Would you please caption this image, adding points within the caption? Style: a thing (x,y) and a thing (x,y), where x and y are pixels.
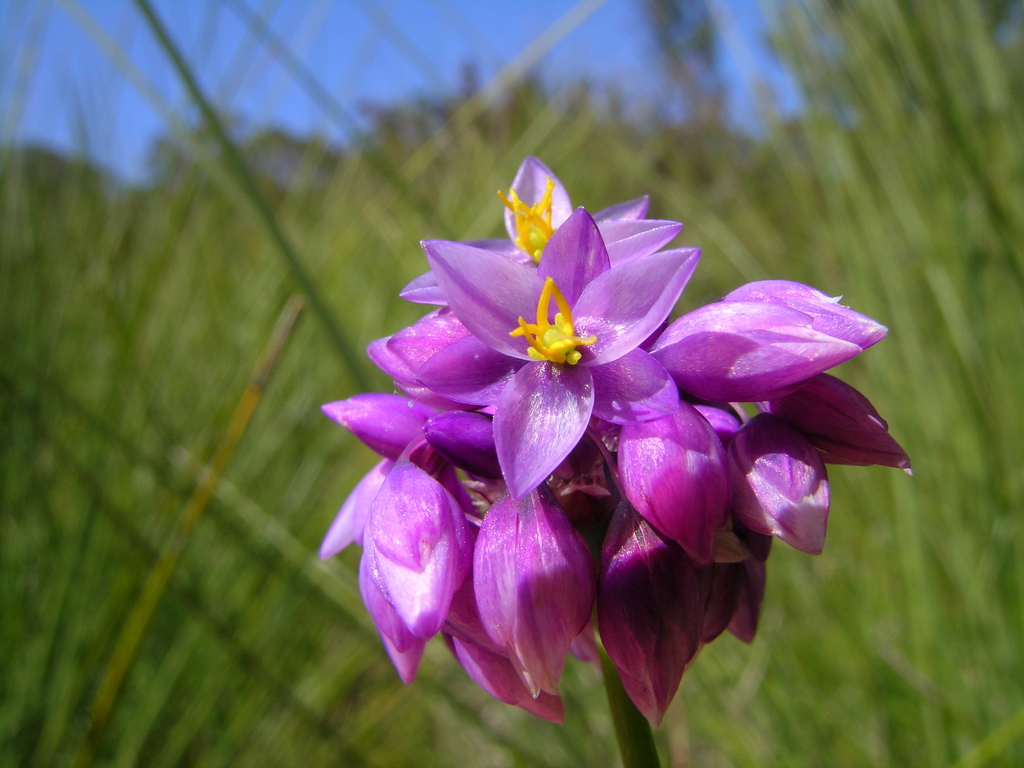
In the image in the center, we can see one flower (543,474), which is in pink color. In the background (523,123) we can see the sky (474,39) and grass (366,161).
